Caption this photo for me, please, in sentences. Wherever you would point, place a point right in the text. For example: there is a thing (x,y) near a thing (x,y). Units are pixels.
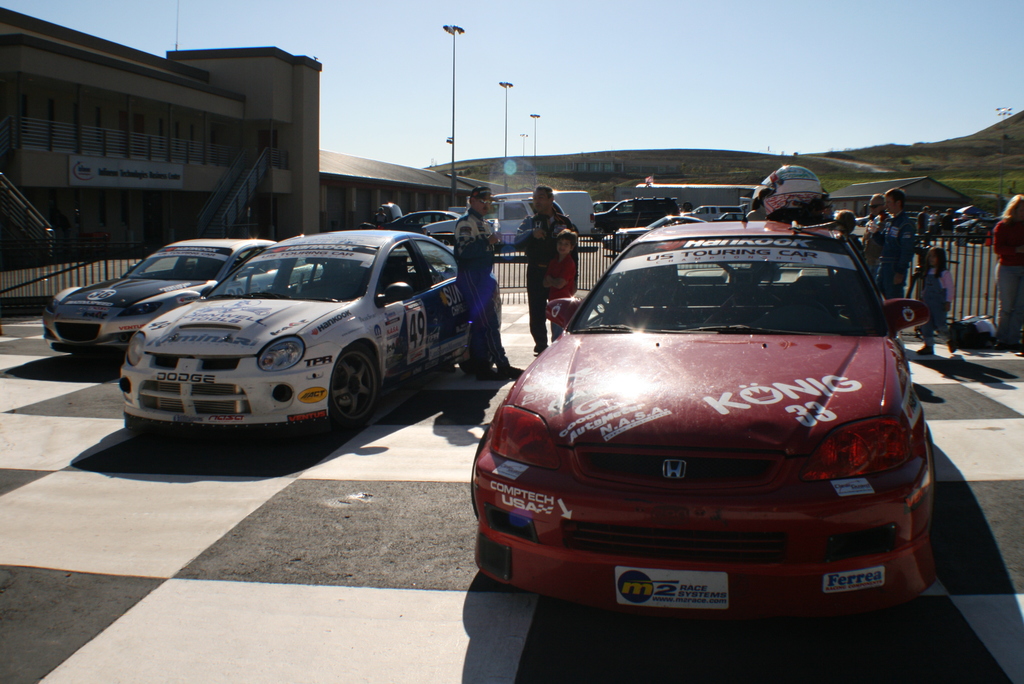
In the image there are three sports cars (529,453) in the front (806,381) with three people (480,244) standing behind it in front of the fence (953,275), there is a building (117,130) on the left side (313,189), in the back (499,213) there are many vehicles (518,195) parked in a lot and followed by hills (878,173) behind it and above its sky (551,68).
